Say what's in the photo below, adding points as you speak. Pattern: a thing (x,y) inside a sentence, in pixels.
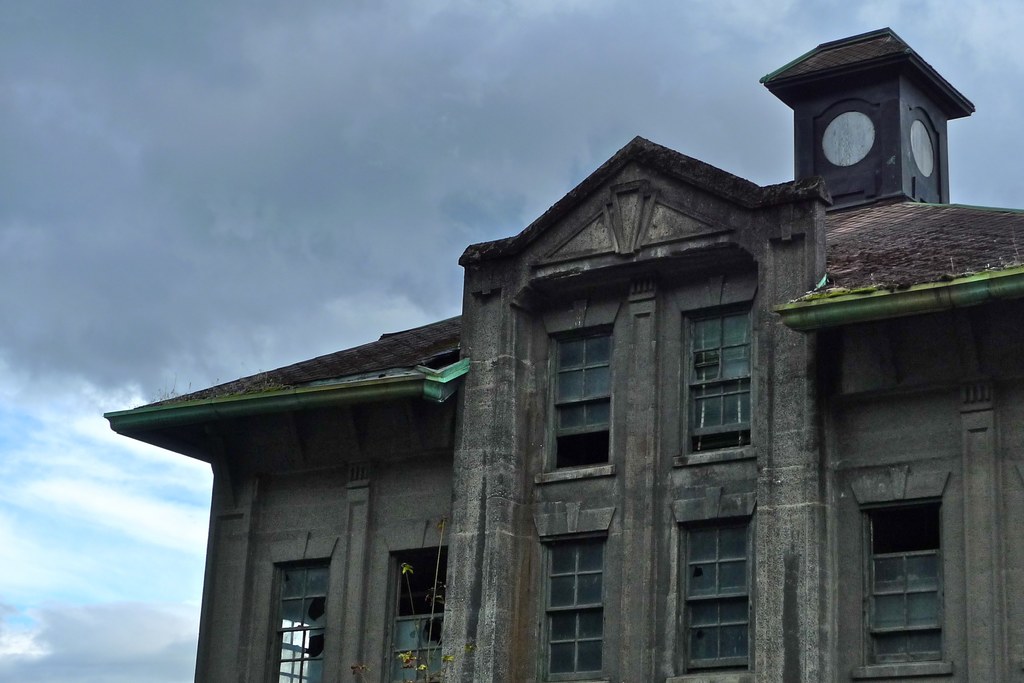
In the image in the center (505,394) we can see one building (655,540), roof (990,279), wall (772,565), windows (915,533) and plant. In the background (365,140) we can see sky (108,386) and clouds (172,373).
